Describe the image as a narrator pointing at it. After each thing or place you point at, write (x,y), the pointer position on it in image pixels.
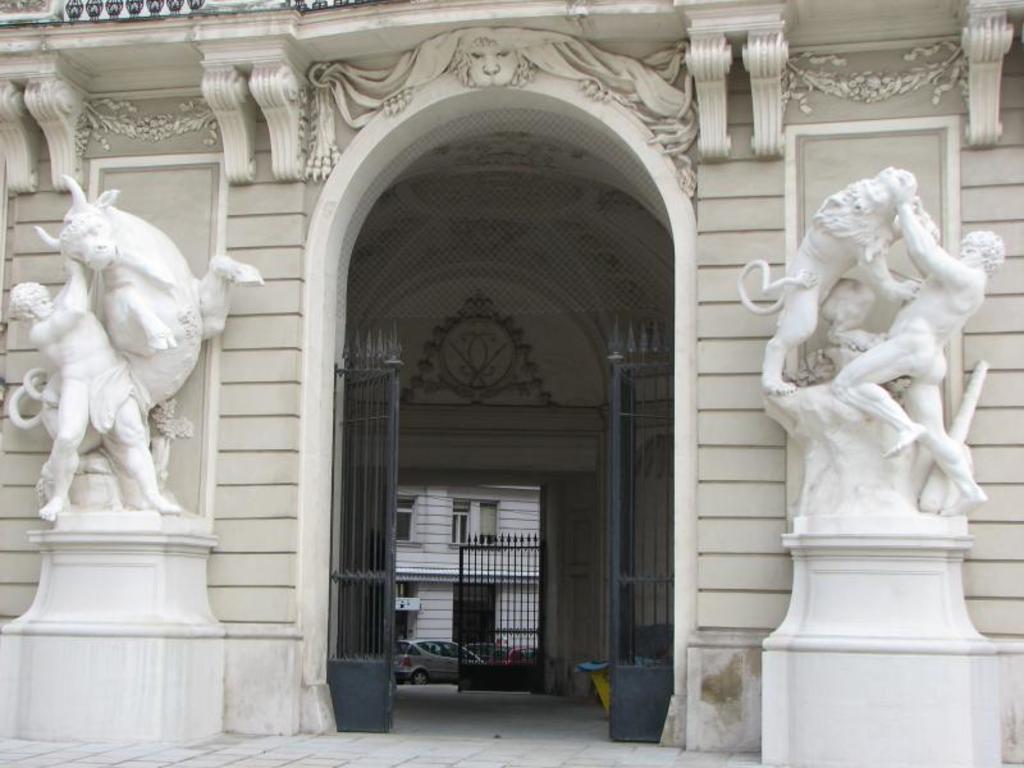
There are white color statues (831,305) on both sides of the gate (367,639) of the building (539,458). In the background (477,649), there is another gate (478,589), near a vehicle (435,661) on the road (454,683) and there is a white color building (476,513).
